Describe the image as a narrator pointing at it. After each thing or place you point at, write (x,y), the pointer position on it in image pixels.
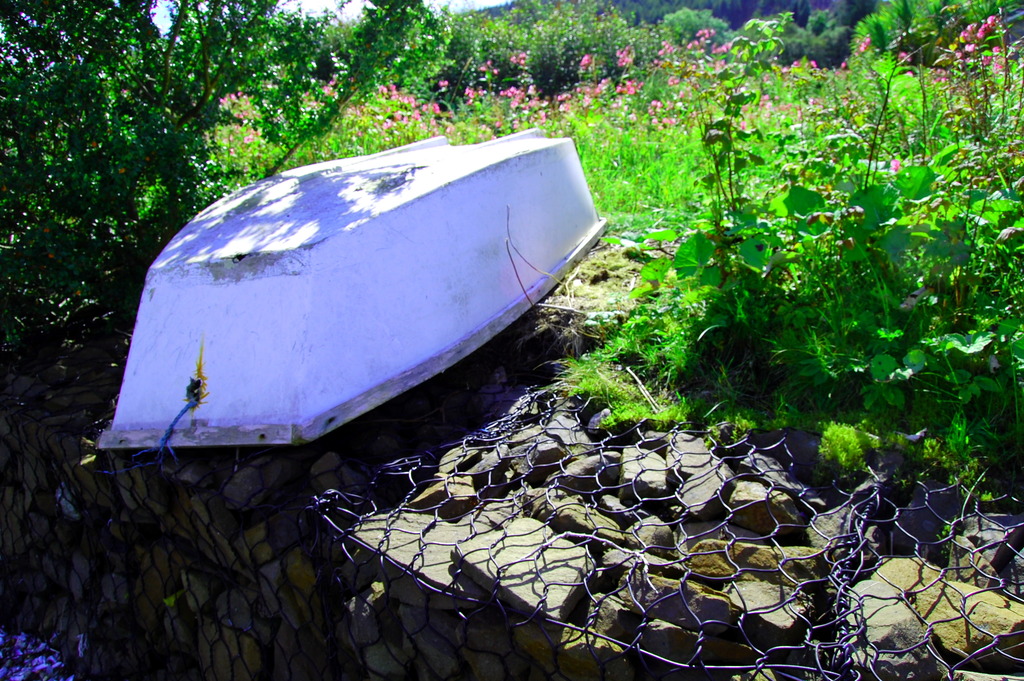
In this image we can see the object (377,263) looks like a boat (426,253). And there is the fence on the wall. And there are plants (721,145) with flowers (642,100) and tree (294,65) and the sky (331,10).
